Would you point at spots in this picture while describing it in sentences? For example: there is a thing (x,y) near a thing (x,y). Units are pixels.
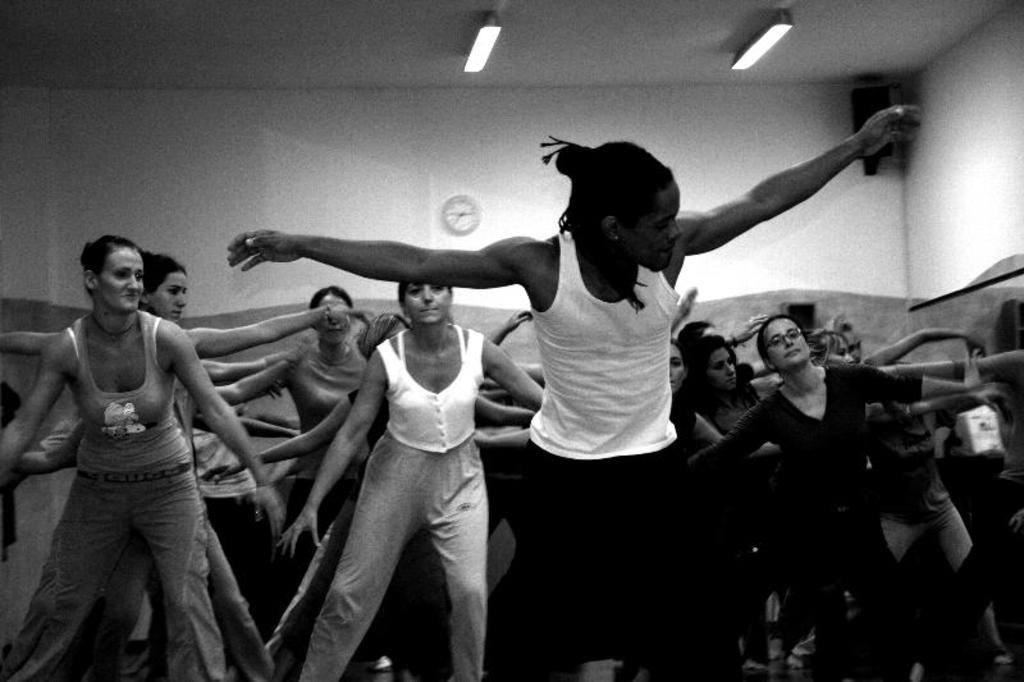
This picture describes about group of people (570,423), at the top of the image (894,91) we can find few lights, clock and a speaker (886,101), it is a black and white photography.
